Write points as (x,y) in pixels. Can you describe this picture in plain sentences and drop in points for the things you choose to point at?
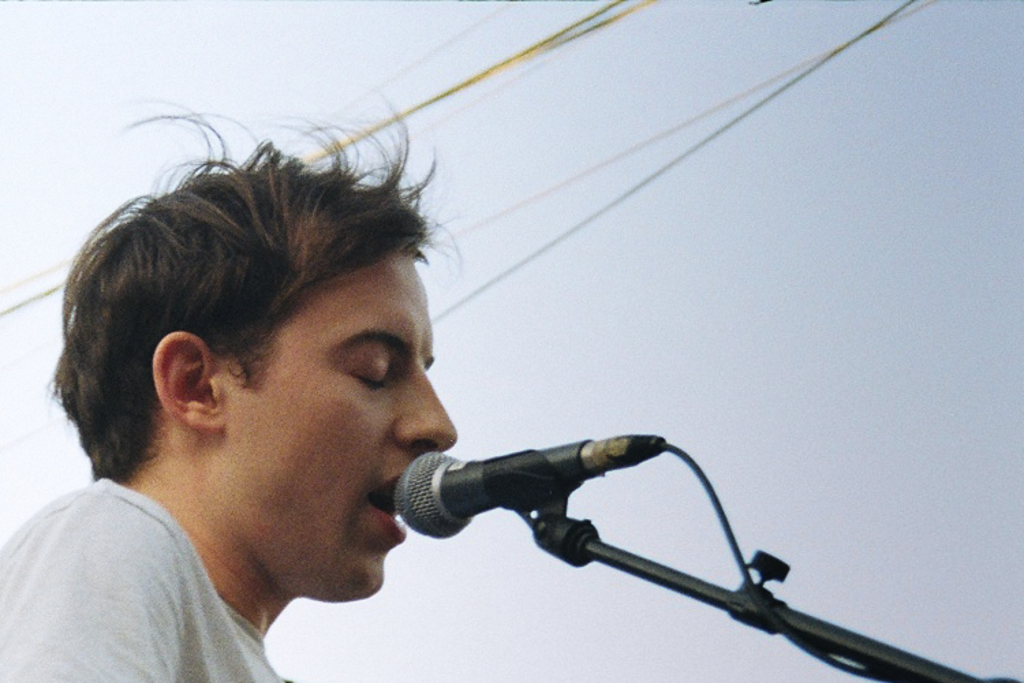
On the left side (295,341), there is a person (272,448) in a t-shirt (162,563), singing in front of a mic (462,472) which is attached the black color stand (558,520). In the background (594,294), there are cables (643,181) and there is sky (694,270).
